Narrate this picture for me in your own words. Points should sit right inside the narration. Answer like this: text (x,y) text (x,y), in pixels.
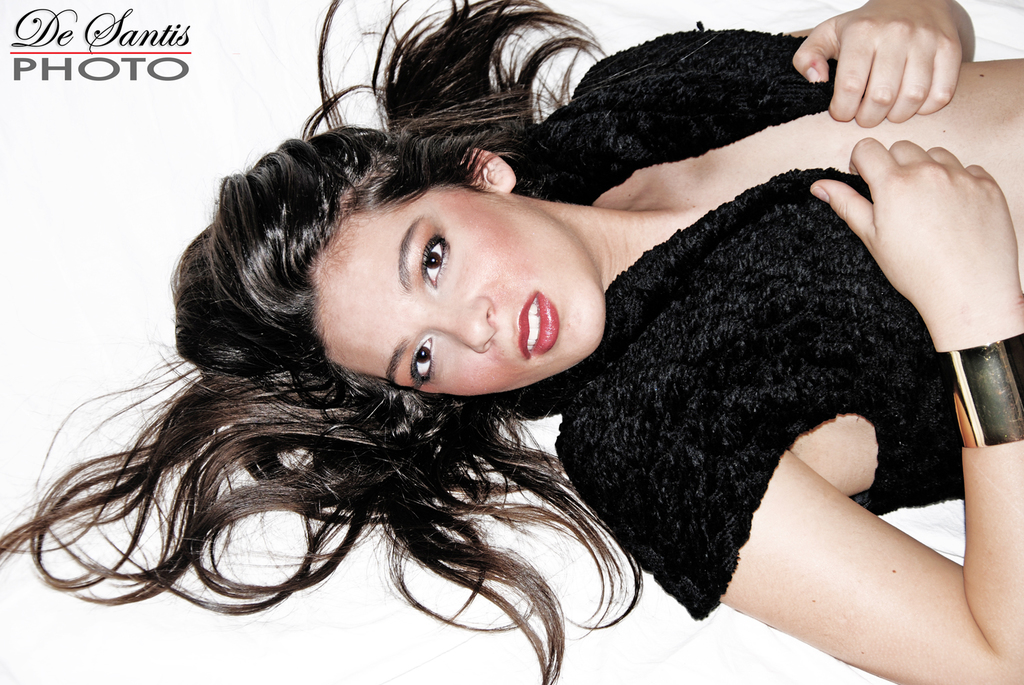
In this image we can see a woman (568,422) lying down on the surface (535,423).
